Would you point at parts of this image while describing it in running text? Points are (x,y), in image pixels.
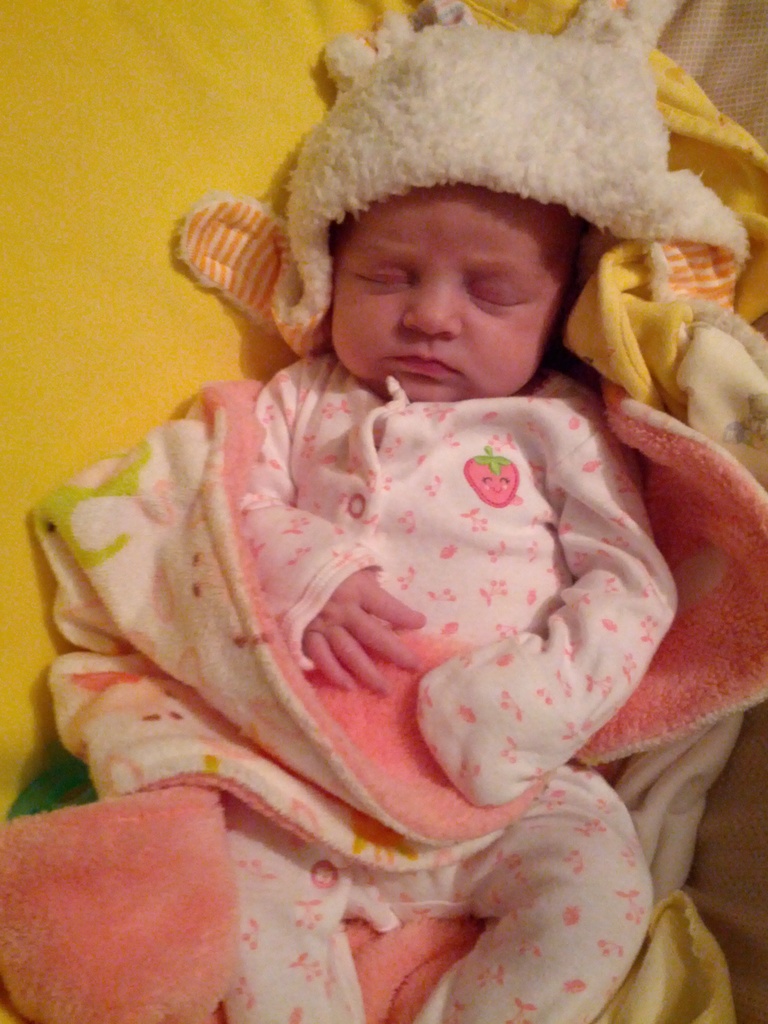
In this image I can see a baby (414,509) sleeping. In the background (165,211), I can see a yellow colored cloth (111,186).
